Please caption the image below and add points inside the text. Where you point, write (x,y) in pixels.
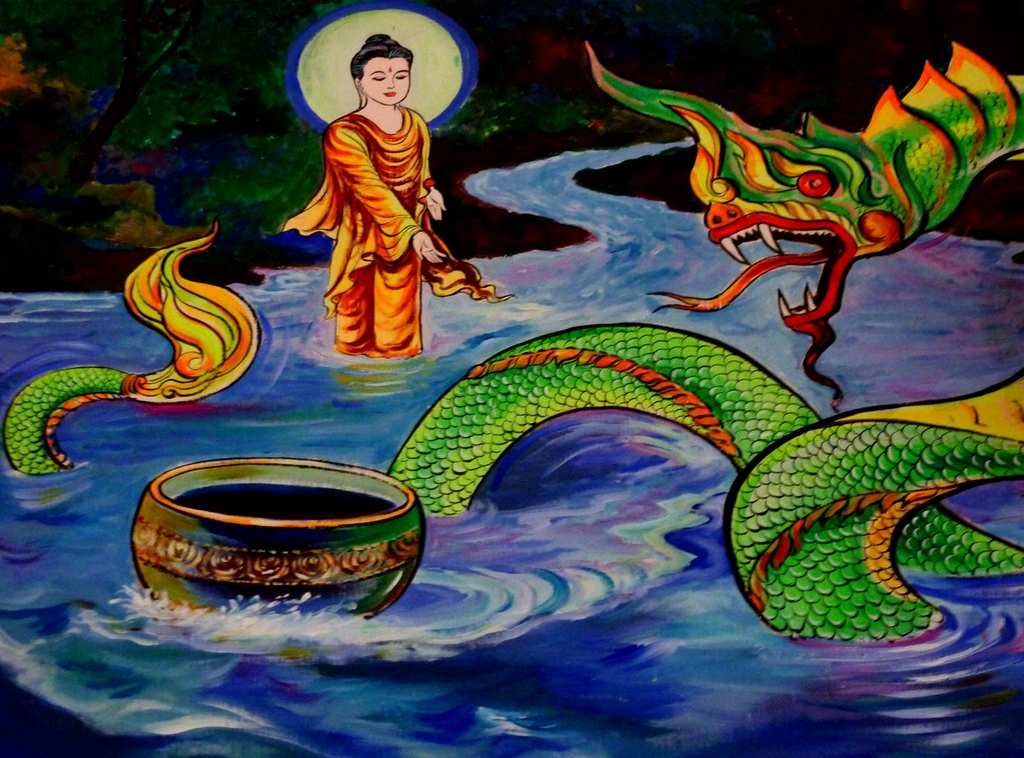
Here we can see a painting (345,363), in this picture we can see a person (415,147), water (480,634), trees (109,60) and a snake (743,428).
